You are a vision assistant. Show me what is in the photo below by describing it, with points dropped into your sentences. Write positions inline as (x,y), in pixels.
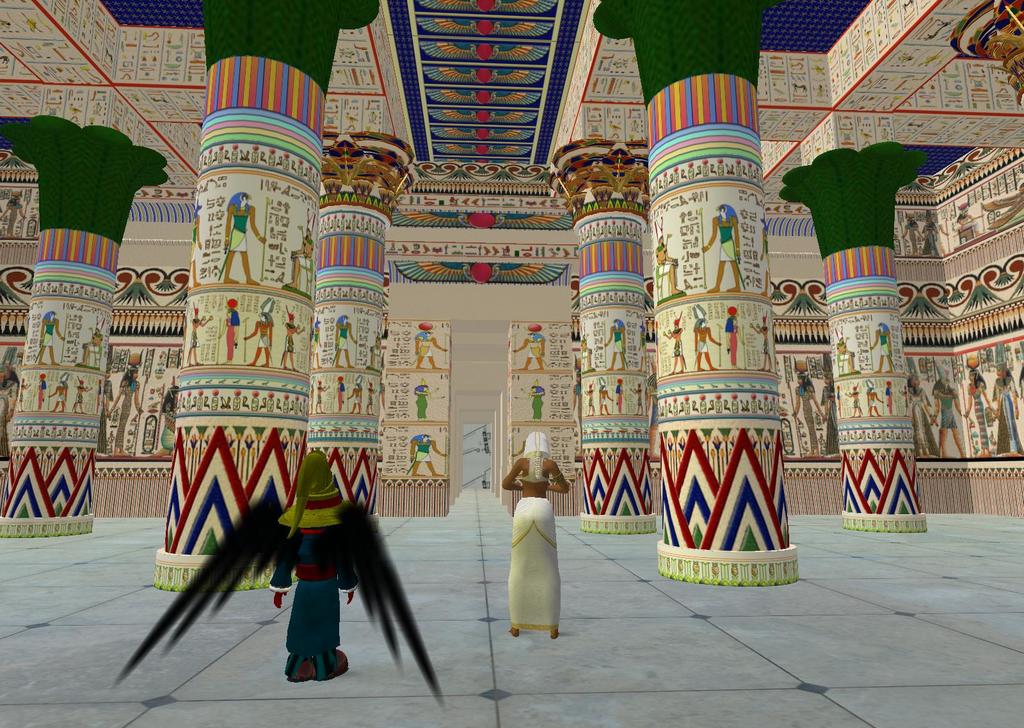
This is an animated image where we can see two persons (510,576) standing on the floor (364,617) is at the bottom of this image (382,633). We can see pillars (725,361) in the middle of this image (676,310) and the roof (626,104) is at the top of this image (553,58).
